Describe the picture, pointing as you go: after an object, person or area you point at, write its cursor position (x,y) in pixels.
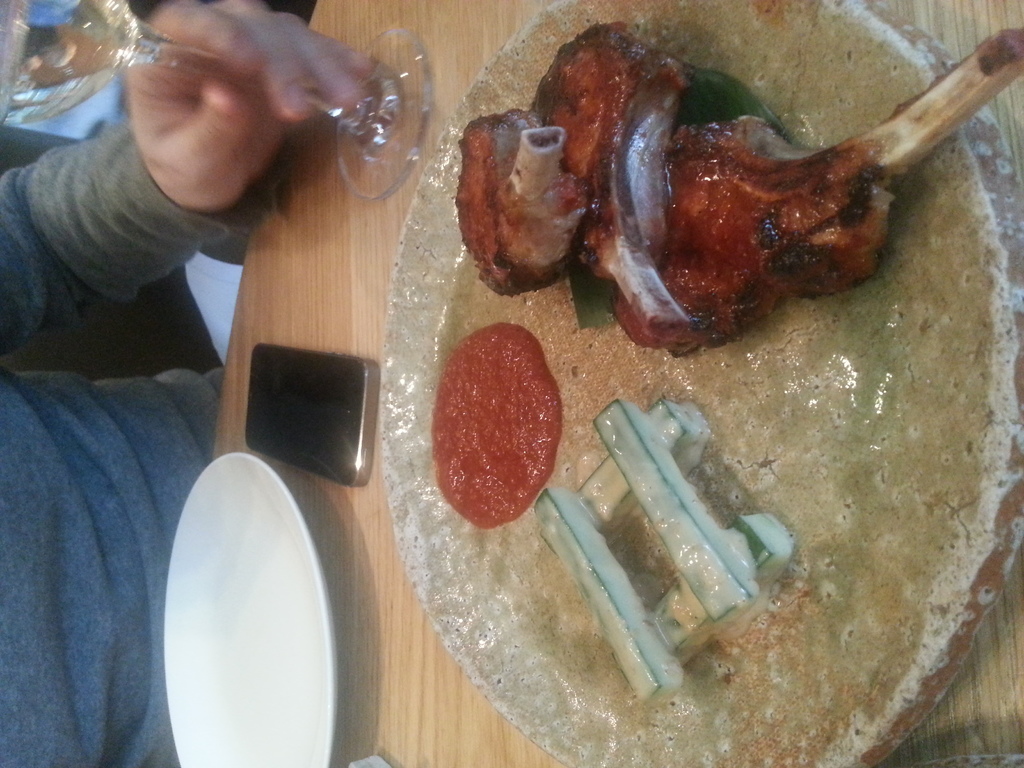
In this image there is a table (453,95) towards the right of the image (1001,612), there is a bowl (706,475) on the table (1010,637), there is food (801,197) in the bowl (753,750), there is a glass (390,101) on the table (441,93), there is a mobile phone (327,402) on the table (317,334), there is a plate (298,590) on the table (338,627), there is a person (65,417) towards the left of the image (76,311), there are objects (80,109) towards the left of the image (57,64).
